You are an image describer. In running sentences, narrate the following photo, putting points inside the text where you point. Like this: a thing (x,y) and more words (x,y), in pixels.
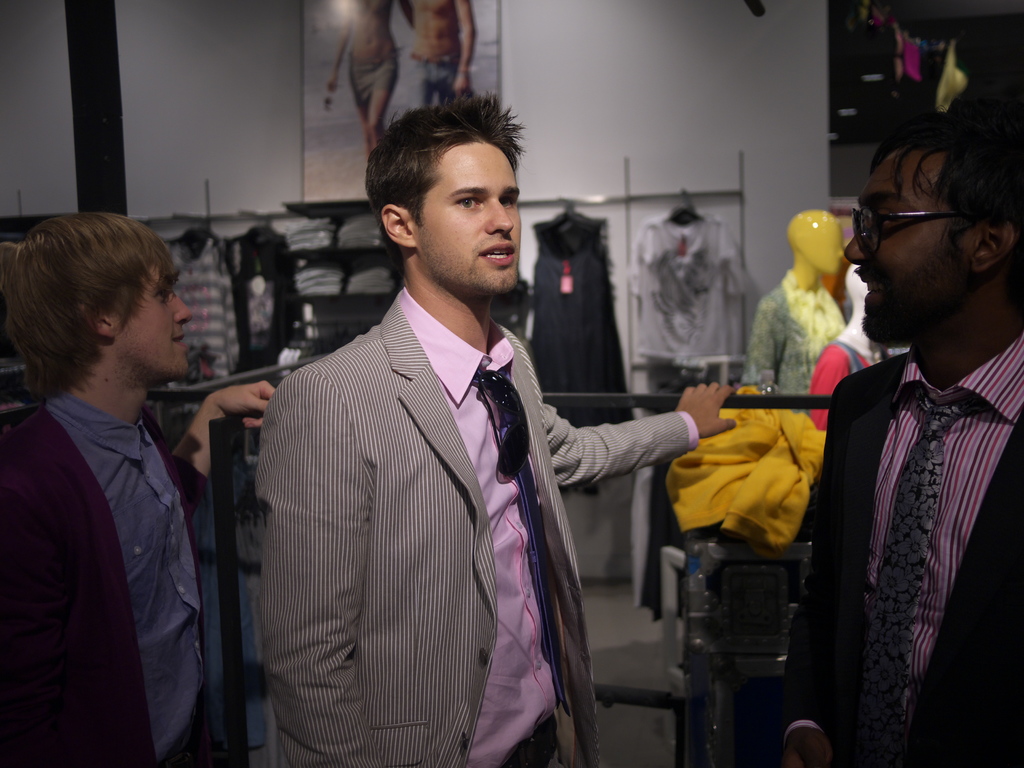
In this picture I can see people (412,400) standing. I can see two people (401,463) on the right side (844,490) wearing coat (461,504). I can see a number of clothes (582,216) on the hanger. I can see mannequins (760,320) on the right side (781,326). I can see the poster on the wall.
